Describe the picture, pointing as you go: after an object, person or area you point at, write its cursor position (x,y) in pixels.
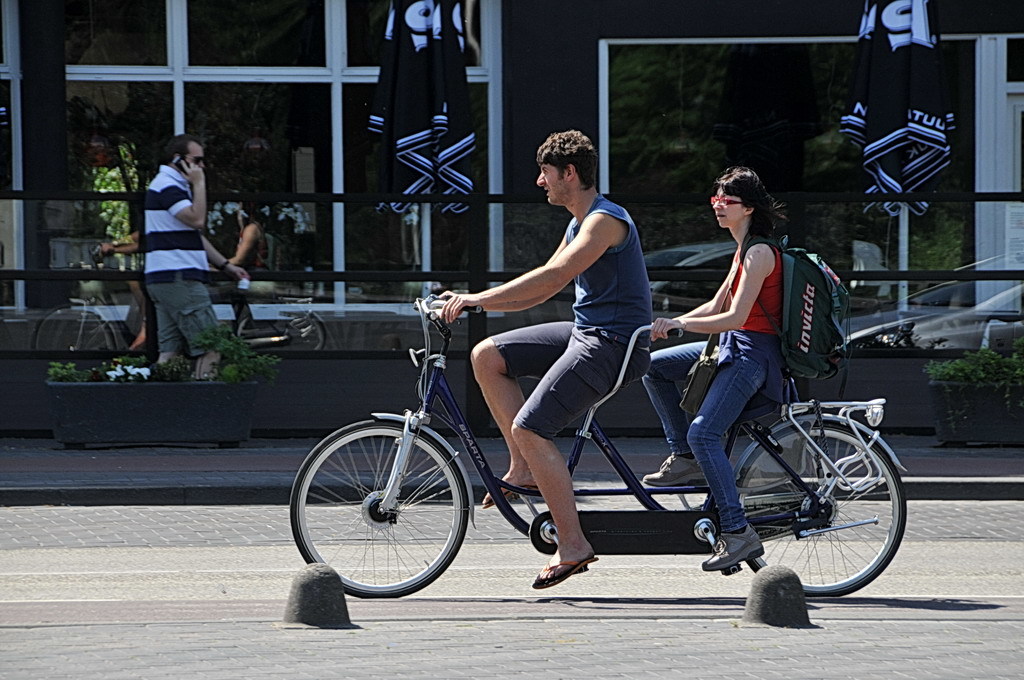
Here we can see two persons (665,385) are riding a bicycle (540,537). This is road (175,584). There is a man (208,326) standing on the floor (227,480). These are the plants (270,356). There is a cloth (468,172). In the background (377,16) there is a glass (926,295). There is a vehicle (962,332).
